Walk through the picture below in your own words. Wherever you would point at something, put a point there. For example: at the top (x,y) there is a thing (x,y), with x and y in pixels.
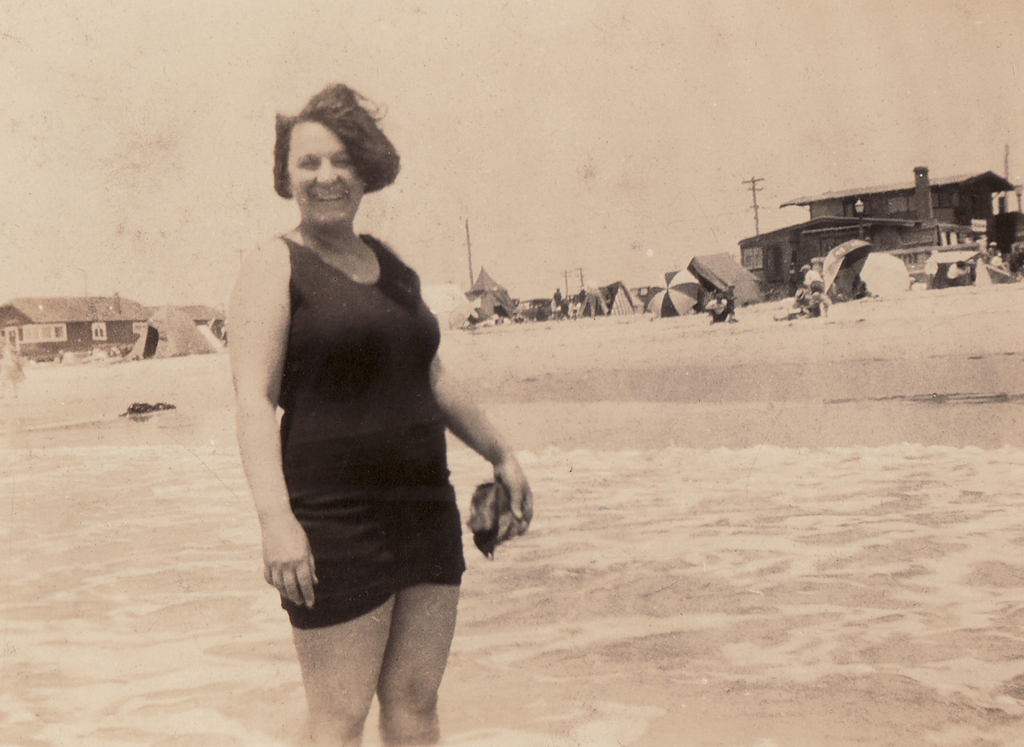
In the foreground of this picture (369,329), there is a woman (372,288) in black dress (344,470) in the water (487,706). In the background (832,236), there are tents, umbrellas (902,269), poles (861,228), houses (768,238) and the sky (632,264).
